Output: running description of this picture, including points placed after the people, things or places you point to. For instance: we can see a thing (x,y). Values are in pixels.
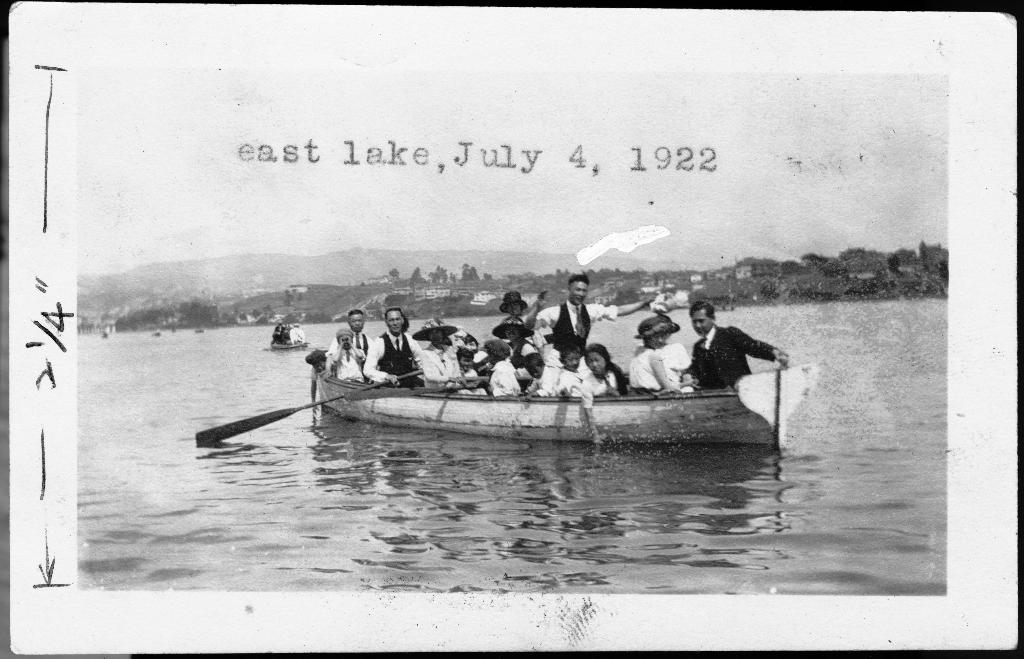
In this picture, we can see a few people (702,315) sailing in boats (421,396), and we can see ground (307,288), water (849,307), buildings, trees (904,282), mountains (667,264), and we can see the sky (563,174), we can see some text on it.
